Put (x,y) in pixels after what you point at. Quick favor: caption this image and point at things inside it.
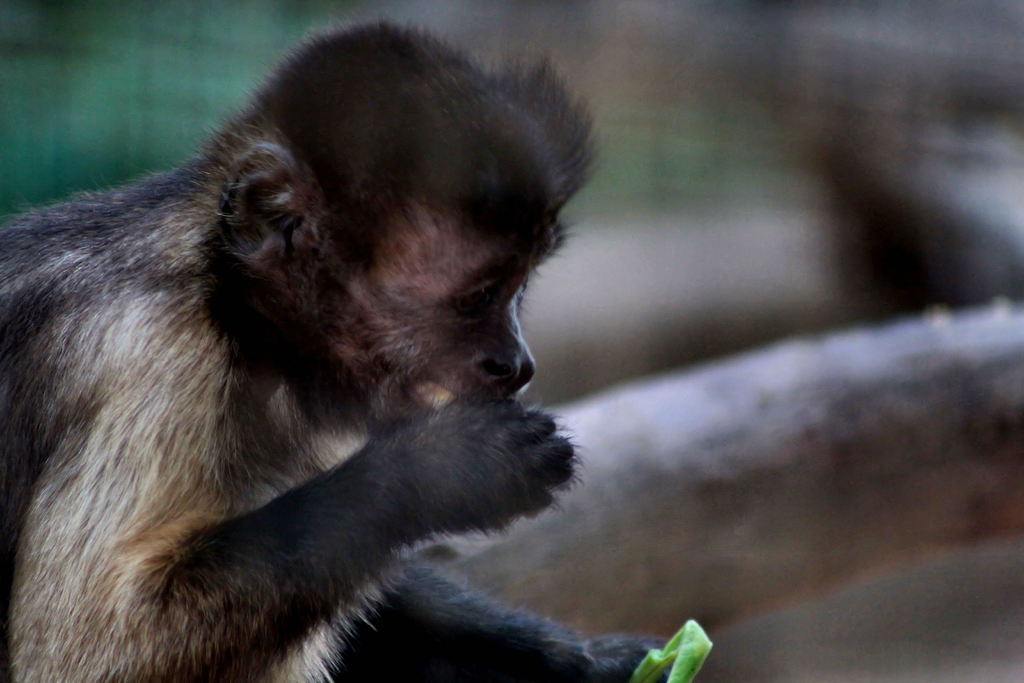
In this picture there is a monkey (285,329) in the image.
